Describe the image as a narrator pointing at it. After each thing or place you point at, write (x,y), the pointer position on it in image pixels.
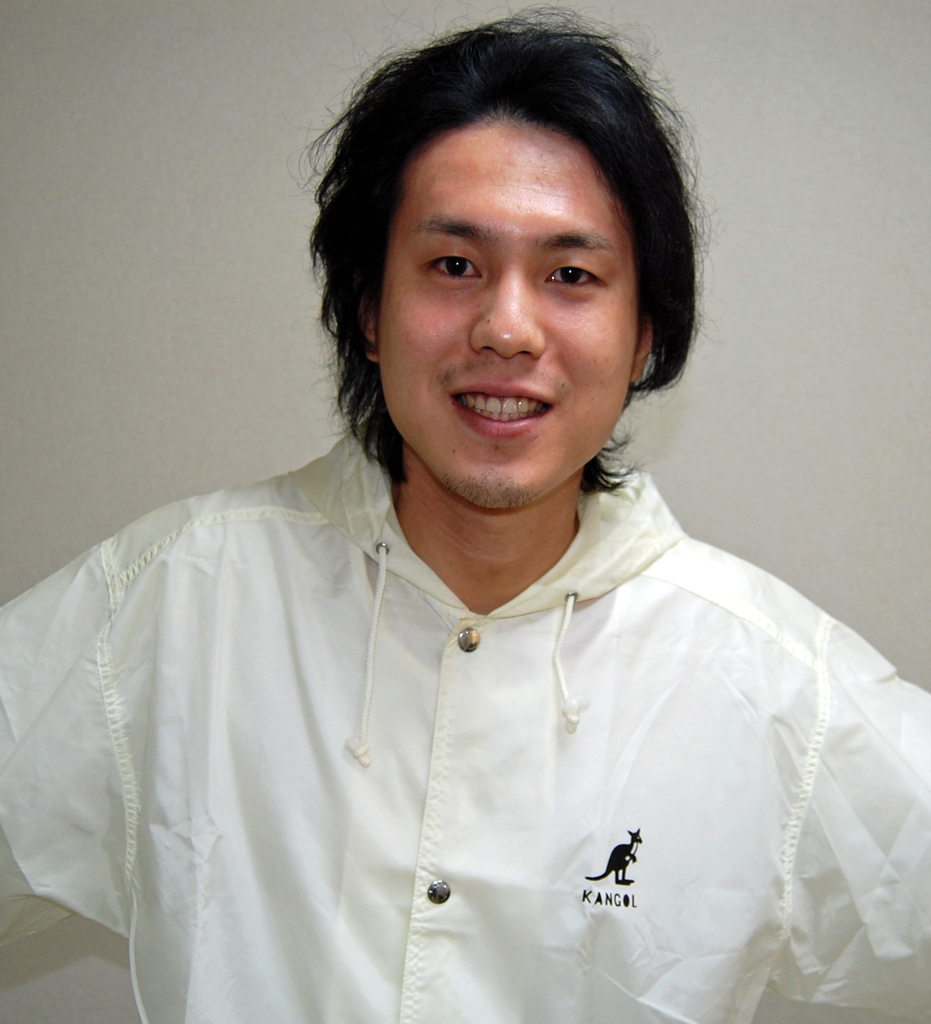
In this picture we can see a person (655,566) smiling and in the background (239,39) we can see the wall (806,287).
